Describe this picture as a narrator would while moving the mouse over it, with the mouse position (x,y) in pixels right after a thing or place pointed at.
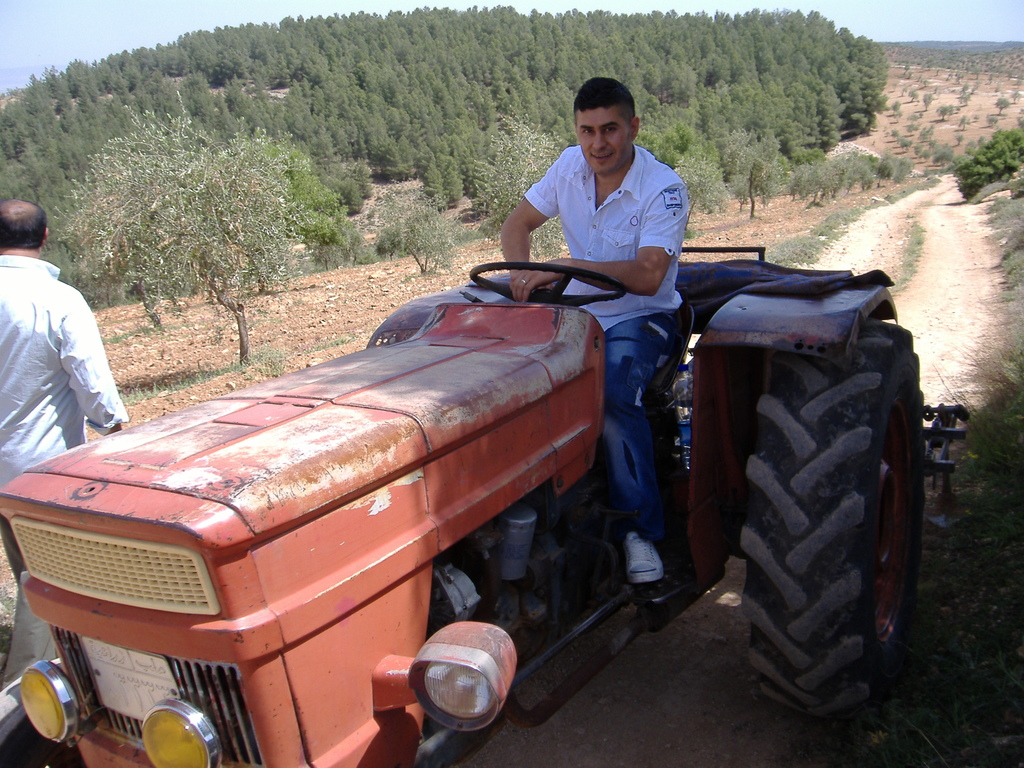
There is a man (636,456) sitting on a tractor (570,384), beside this tractor (587,421) there is a man (84,324) walking. We can see grass (999,674). In the background (644,130) we can see trees (125,291) and sky (981,16).
